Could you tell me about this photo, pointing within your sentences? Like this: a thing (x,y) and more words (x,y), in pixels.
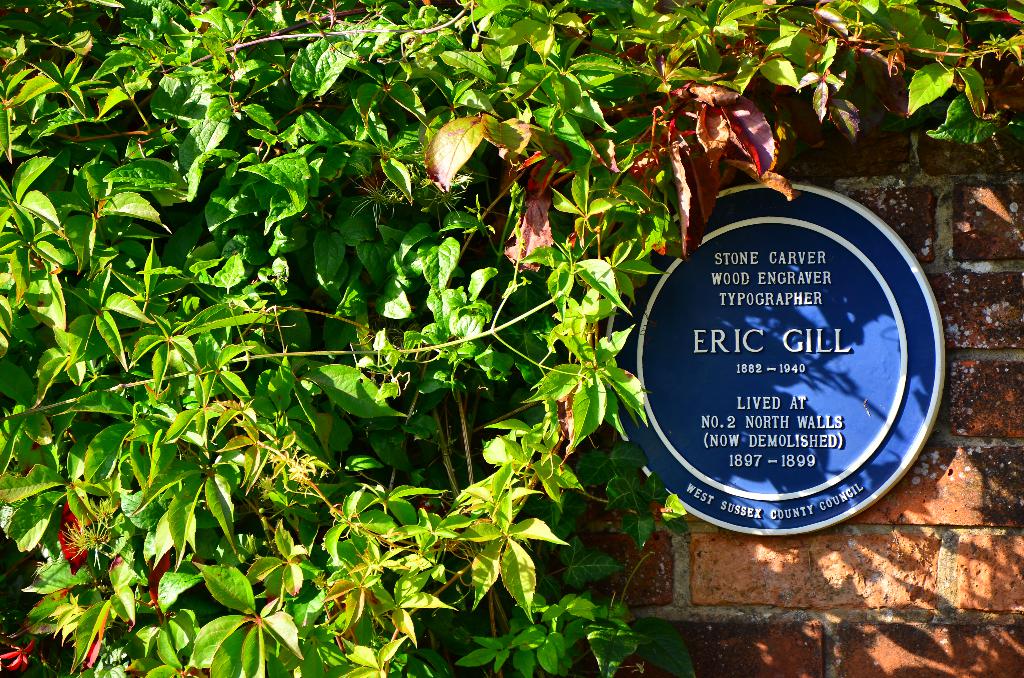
In this image, we can see a board (763,323) with some text (751,367) is placed on the wall (589,534) and in the background (244,287), there are leaves (175,342).
